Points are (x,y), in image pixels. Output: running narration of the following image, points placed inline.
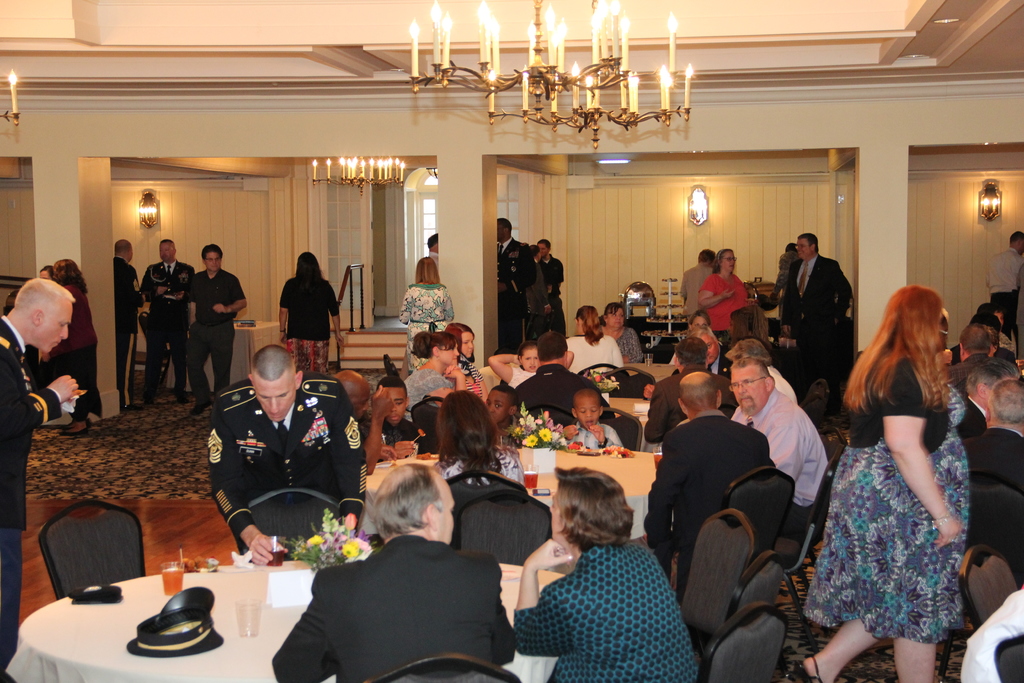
in this picture there are people (326,469) sitting here and some are standing in the back (811,259) and there is a table (259,595) in front of them with some juice (164,583) and water glasses (247,626) on it vase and tissues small plant (540,444) and floor carpet (151,447) and there is light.
